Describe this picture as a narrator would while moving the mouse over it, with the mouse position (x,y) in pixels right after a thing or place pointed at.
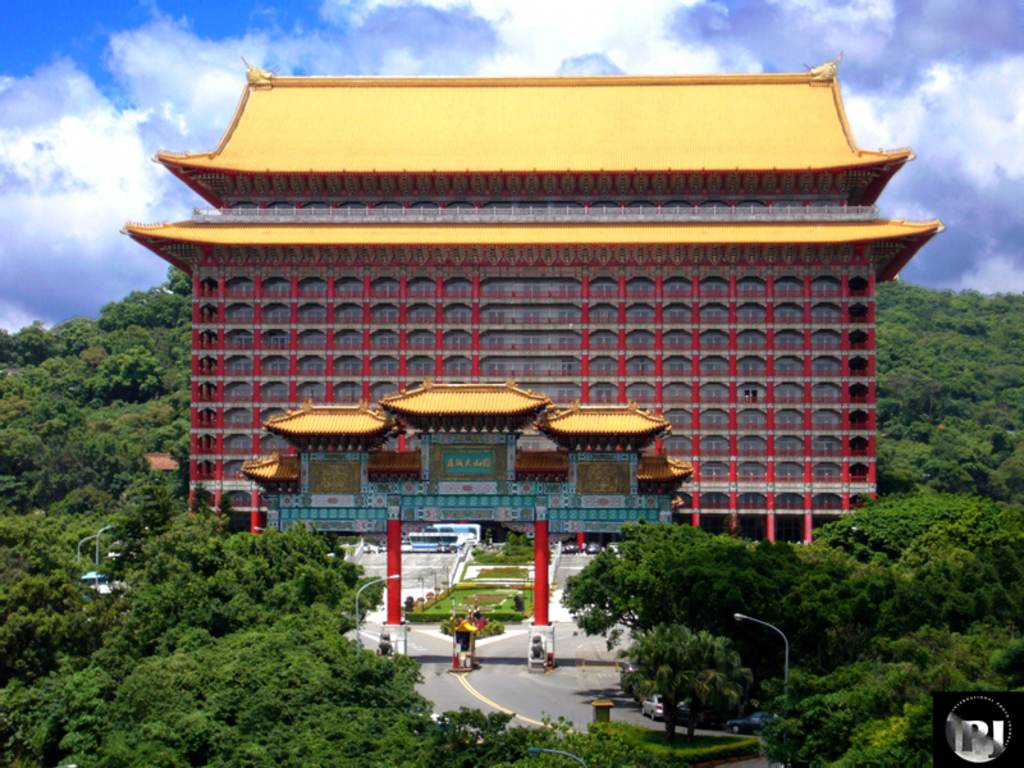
In the picture i can see some trees (281,606), road (483,646) and in the background (215,425) there is a building (542,381) which is of yellow and red color, there are some trees (143,395), top of the picture (492,33) there is cloudy sky (457,73).
